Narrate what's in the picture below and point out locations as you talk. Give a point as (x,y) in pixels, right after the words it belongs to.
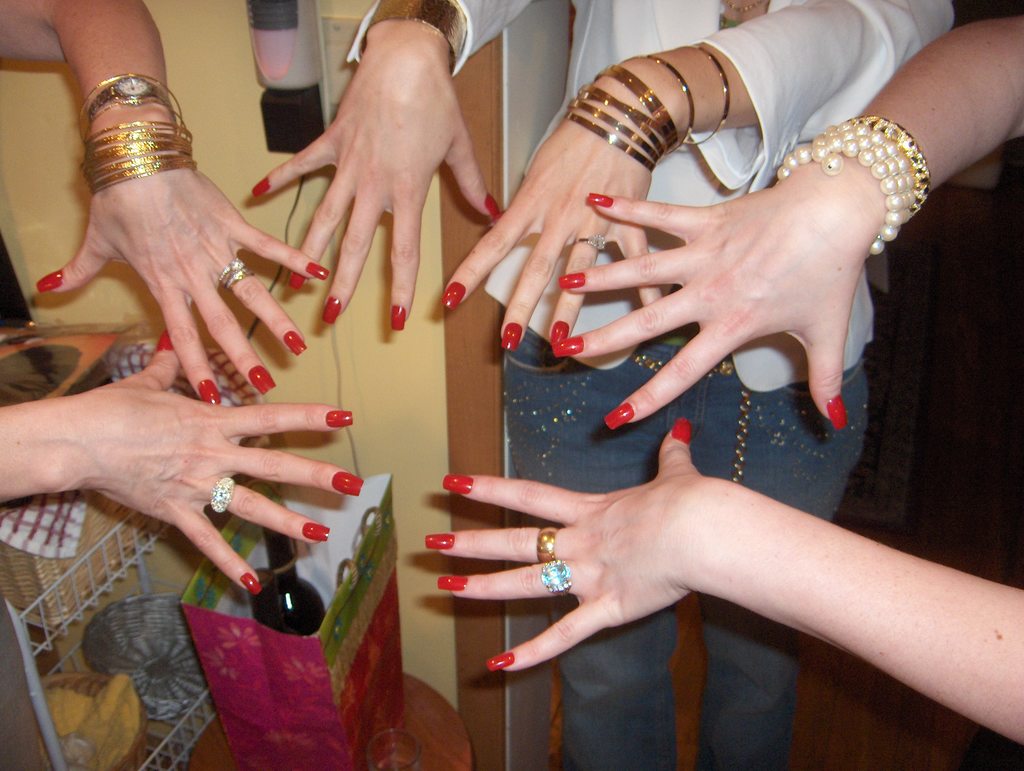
In this image I can see hands (708,319) of few persons (133,115). I can see few of them (157,70) are wearing bangles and few of them (118,111) are wearing rings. I can see a metal rack (202,700) with few wooden baskets (96,672) in it, few wires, the cream colored wall (383,416) and few other objects (300,64) in the background (267,282). I can see all of the nails (455,483) are painted with red colored nail polish (335,483).
